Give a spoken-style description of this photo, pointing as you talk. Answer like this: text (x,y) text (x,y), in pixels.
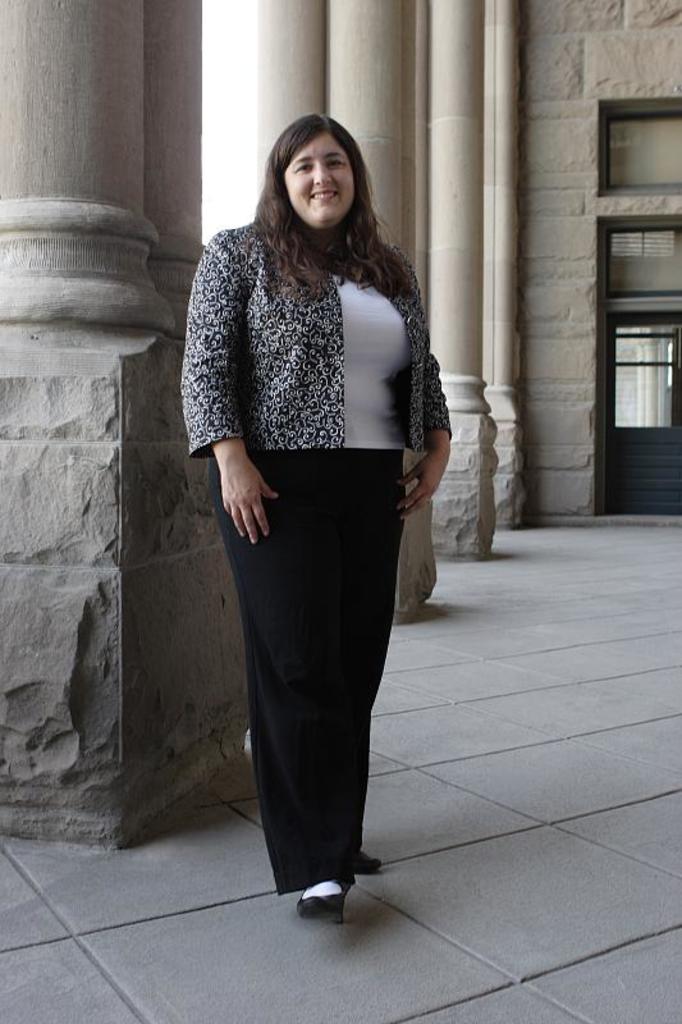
In this image I can see a woman (277,428) is standing in the front (252,512). I can see she is wearing white colour top (373,319), a jacket (323,402), black pant (345,622) and shoes (317,903). I can also see smile (336,192) on her face (332,184). In the background (176,261) I can see few pillars (122,187) and on the right side of this image (610,431) I can see a door (629,509).
